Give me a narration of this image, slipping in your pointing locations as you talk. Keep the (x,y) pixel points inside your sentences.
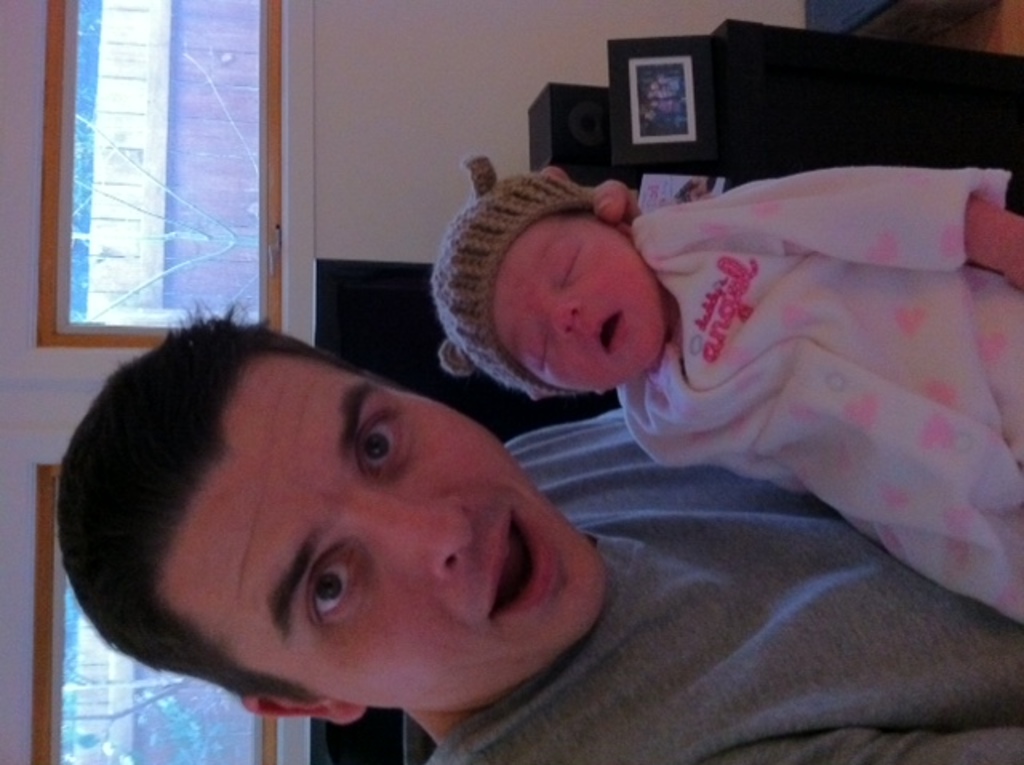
In this rotated image there is a man (498,557). He is holding an infant (761,367) in his hand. Behind him there is a wall (449,143). There are glass windows (157,713) to the wall (400,186). In the top right (780,125) there is a table (746,96). There are picture frames (650,148) on the table (750,120).
